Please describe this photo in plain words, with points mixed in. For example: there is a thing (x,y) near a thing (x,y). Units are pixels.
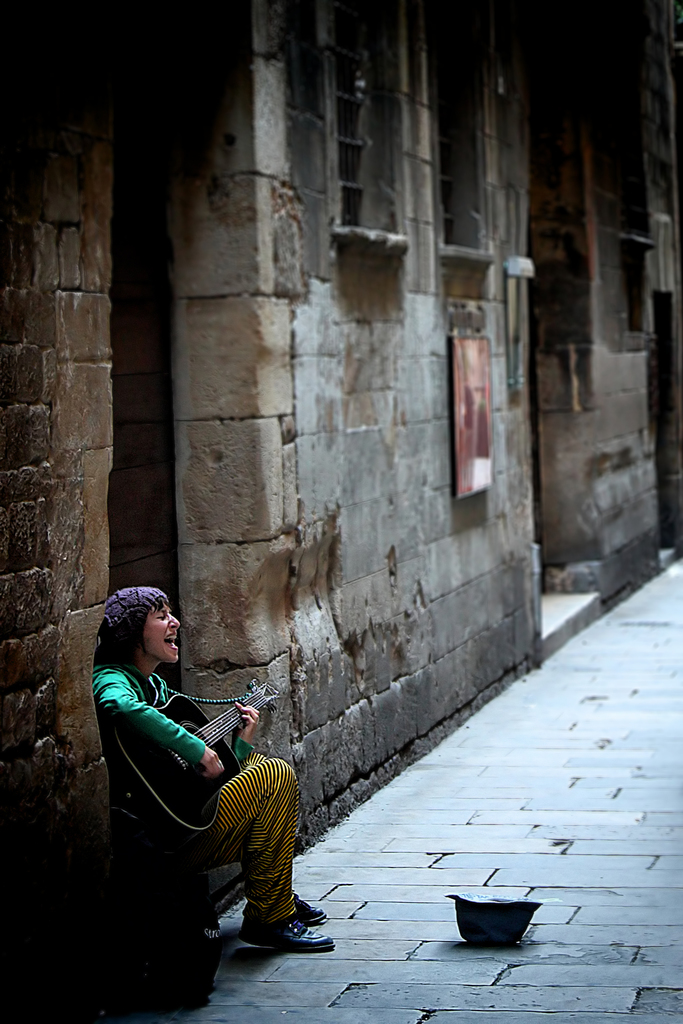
In this image I can see a person (137,589) is sitting and holding a guitar (177,704). On this path (452,877) I can see a cap (463,911). In the background (389,495) I can see a building (344,386).
